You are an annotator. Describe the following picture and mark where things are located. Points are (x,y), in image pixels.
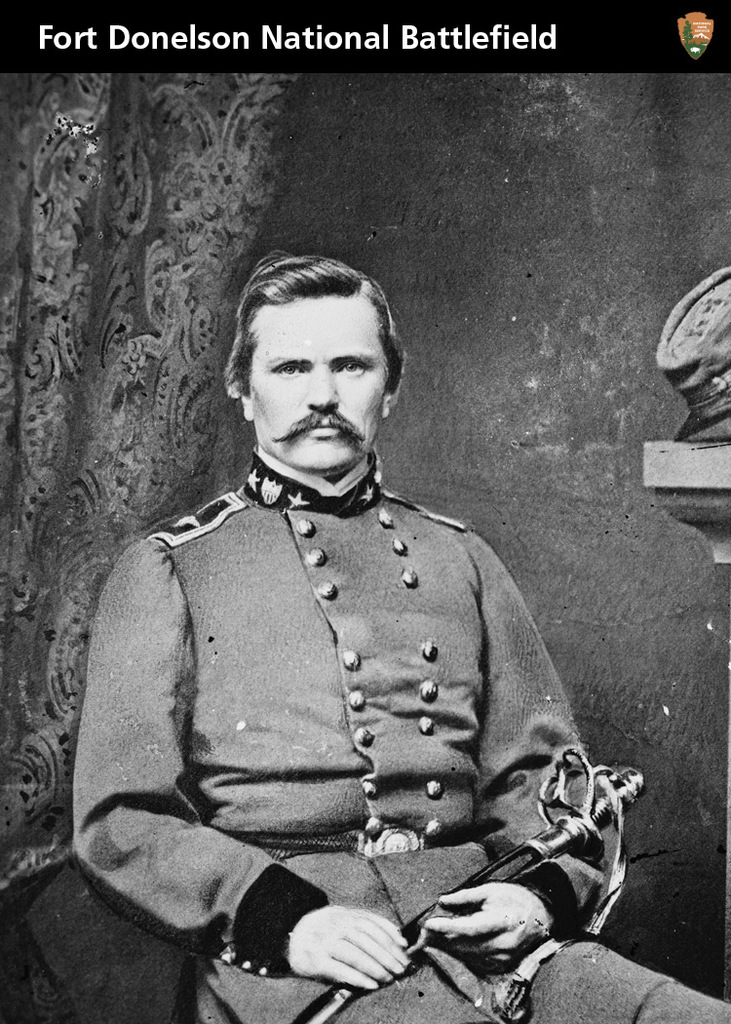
This is a black and white picture of a man (328,791) in a sitting position holding a weapon (580,816) in his hands (355,950). The man (302,777) is having a moustache (347,427) and he is having a serious expression on his face (314,455). We can observe a curtain (121,455) and a wall (444,405) in the background (580,561). And something written fort donelson national battlefield.
